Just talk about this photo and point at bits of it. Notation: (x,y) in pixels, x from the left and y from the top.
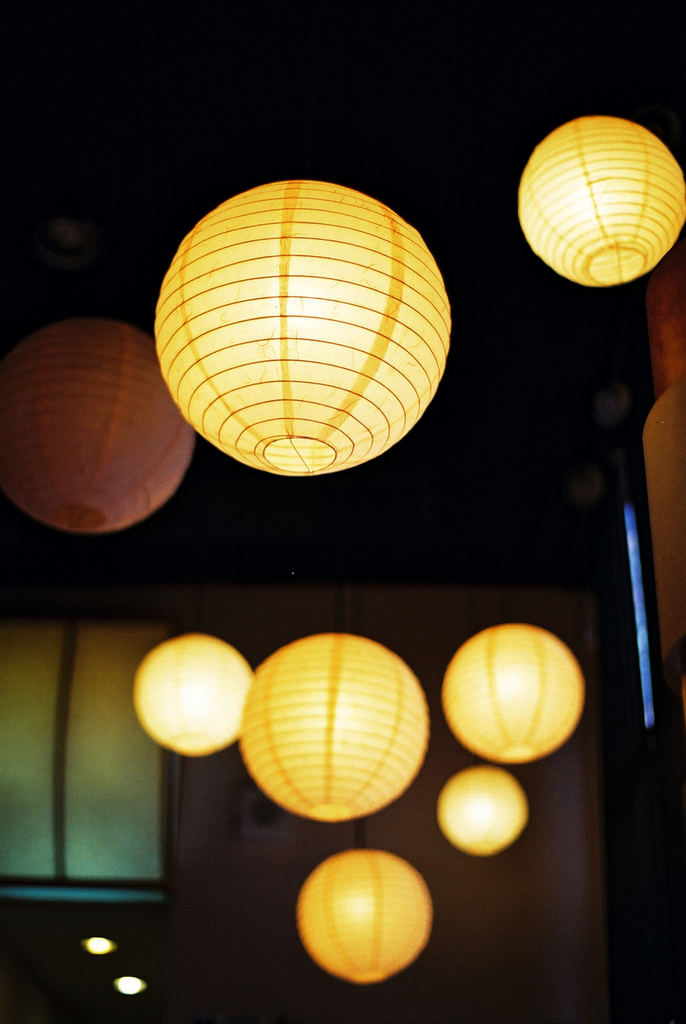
In this image we can see some lantern lamps (301,659) with lights (269,709) to a roof (421,513). On the backside (277,847) we can see a wall (269,840) and a window (144,821).
